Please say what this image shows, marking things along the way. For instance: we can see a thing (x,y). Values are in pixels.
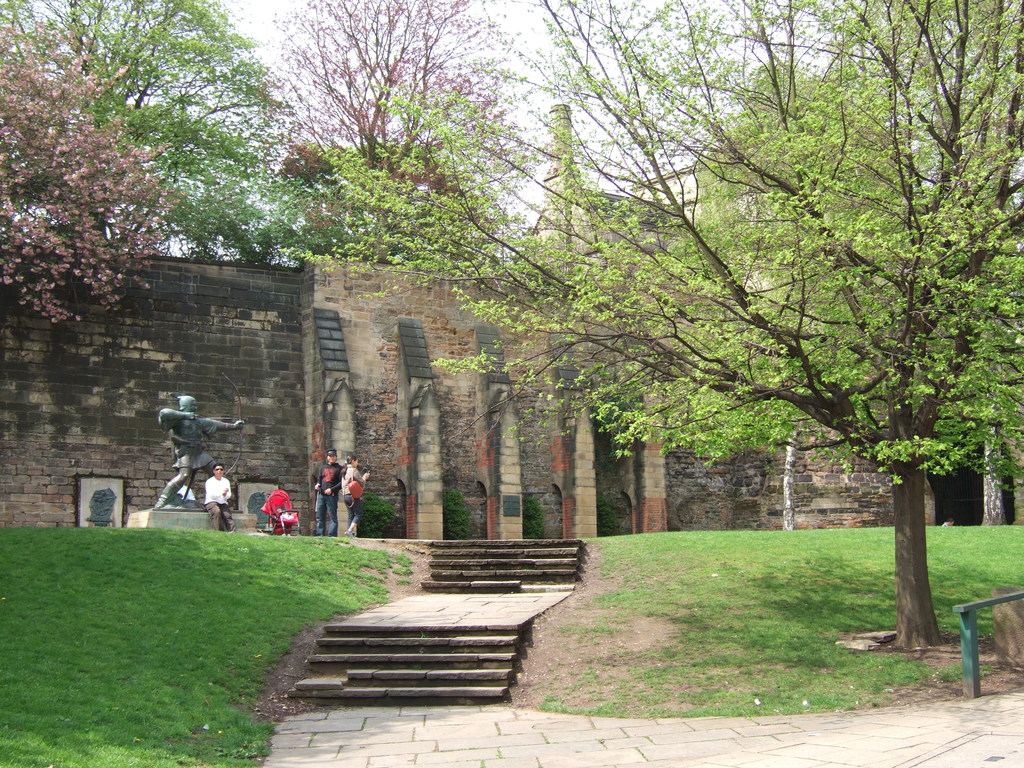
In this image we can see grass (960,572), steps (525,571), people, statue (150,522), wall (142,307), plants (615,516), trees (889,468), and objects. In the background (692,171) we can see a building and sky (259,20).
